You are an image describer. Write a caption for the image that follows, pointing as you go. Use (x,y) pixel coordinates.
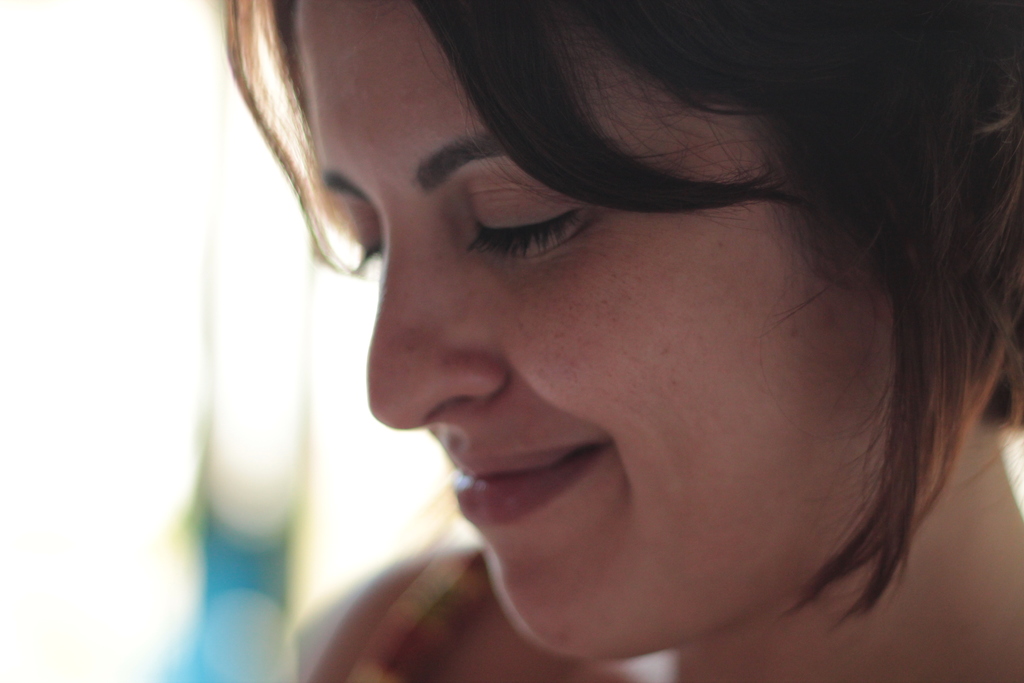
In this image we can see a woman (517,396) smiling.
